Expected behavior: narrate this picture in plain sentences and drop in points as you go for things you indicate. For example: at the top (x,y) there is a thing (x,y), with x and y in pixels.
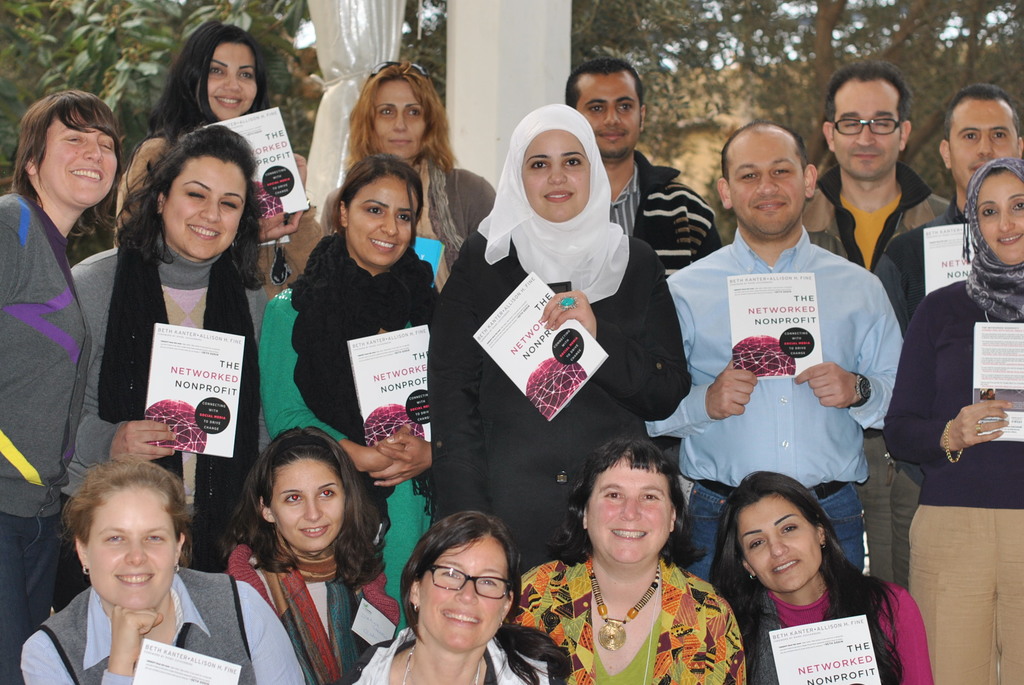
In this picture, it seems like people (337,437) holding pamphlets (205,373) in their hands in the foreground (463,332), there are trees (412,37), curtain (362,50), pillar (465,34) and the sky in the background (478,24).
